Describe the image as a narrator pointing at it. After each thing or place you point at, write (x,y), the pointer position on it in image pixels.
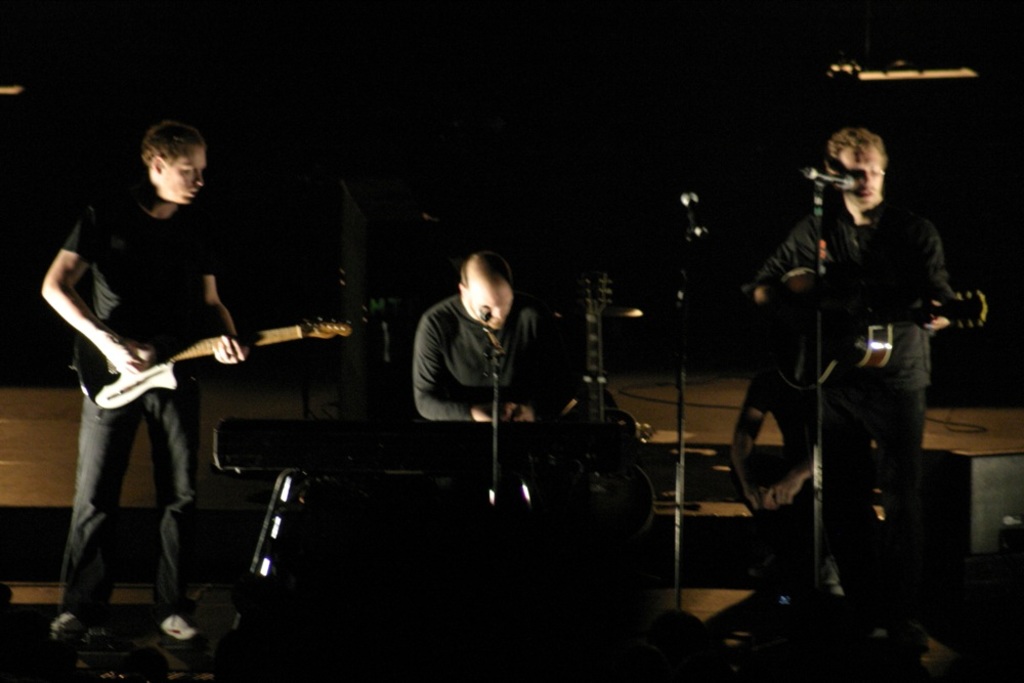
In this image there are three persons (453,301) playing musical instruments (226,441). To the left (69,261) the person (87,578) is holding a guitar (327,329) and he is wearing a black t shirt (154,285) and black jeans (187,427). In the middle (472,350) he is sitting and playing a piano (550,425) and he is wearing black t shirt (521,365). To the right (906,380) he is wearing black t shirt (913,346) and he is holding a guitar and he is singing. There is a person (804,415) behind him and the background (648,113) is dark.
